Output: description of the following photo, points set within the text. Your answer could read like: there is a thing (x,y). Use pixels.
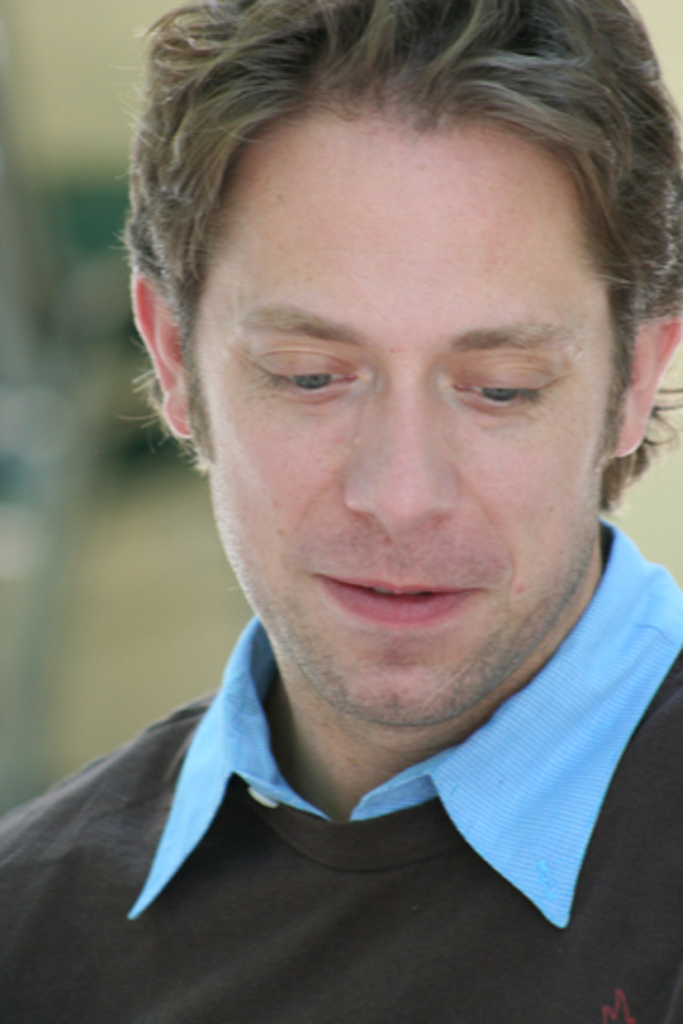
In this image there is a man (358,896) wearing black dress (245,874). The background (48,59) is blurry.
